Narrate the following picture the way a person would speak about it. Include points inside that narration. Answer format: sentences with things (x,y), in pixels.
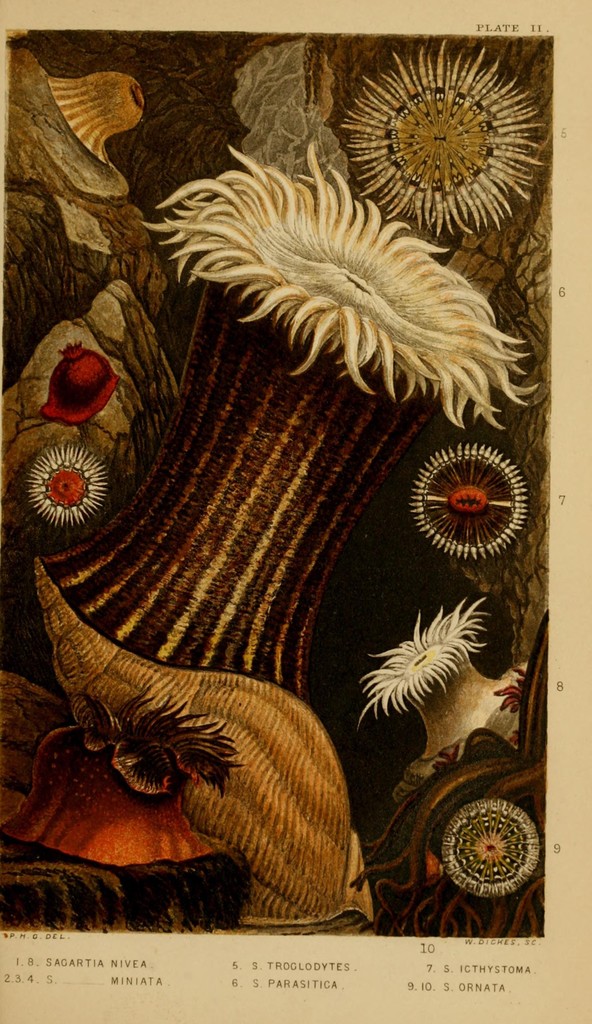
In this picture I can see a paper (468,402) in front (74,413) there is an art (231,366) and on the bottom of this picture (31,962) I see something is written and on the top right (546,31) and on the right side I see something is written too.
